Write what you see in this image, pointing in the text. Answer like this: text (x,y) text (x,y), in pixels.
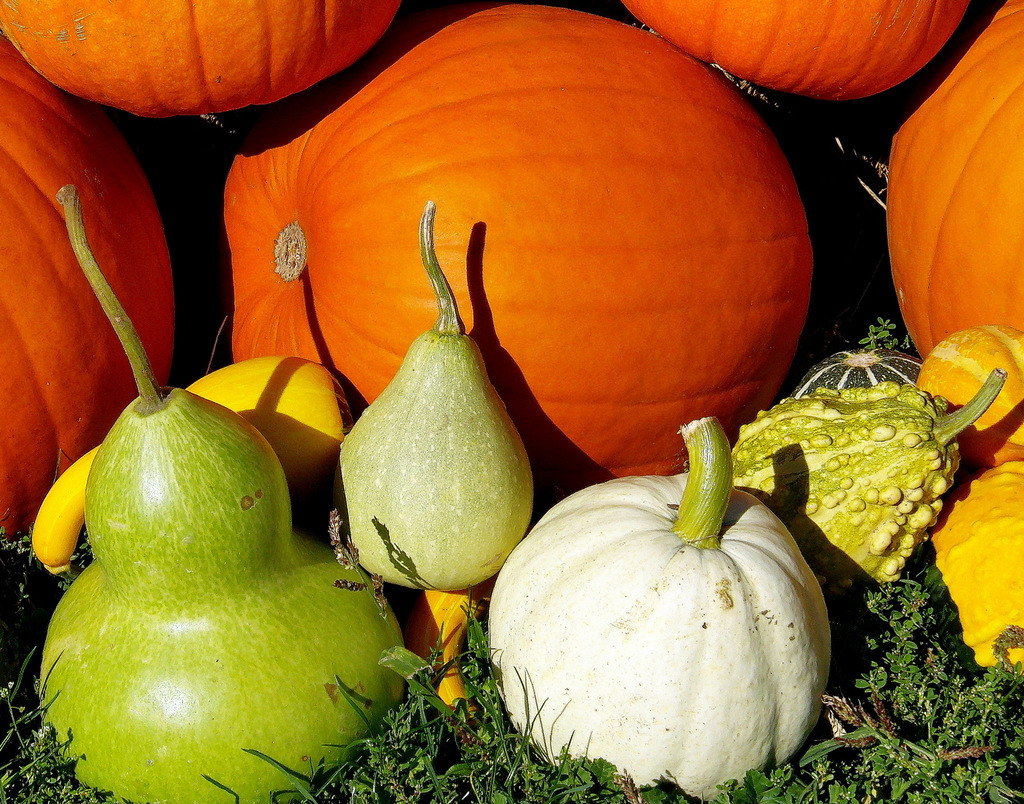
This image is taken outdoors. At the bottom of the image (487,750) there is a ground (906,732) with grass (391,771) on it. In this image there are a few pumpkins (505,217) and bottle gourds (172,699) on the ground (416,664). A few pumpkins (1,198) are orange in color and a few are yellow in color. Bottle gourds (348,511) are green in color.
